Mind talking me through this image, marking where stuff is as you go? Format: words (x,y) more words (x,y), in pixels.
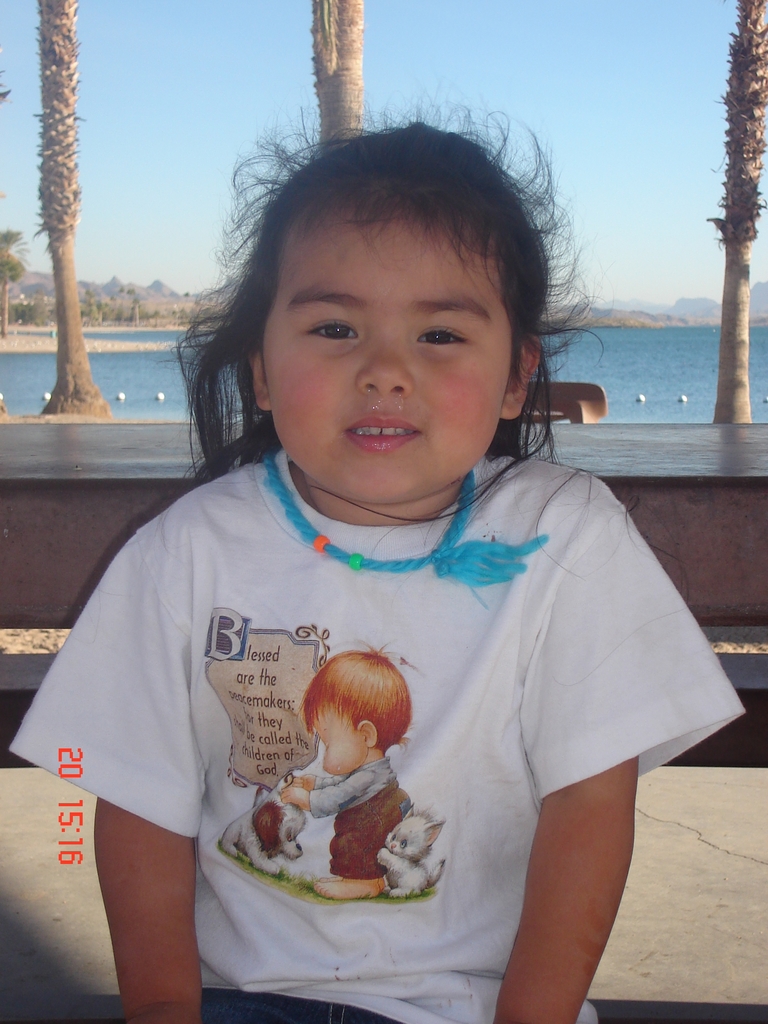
In this image we can see a girl (176,718). She is wearing white color dress (342,709). Behind trees barks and sea (648,357) is there.
